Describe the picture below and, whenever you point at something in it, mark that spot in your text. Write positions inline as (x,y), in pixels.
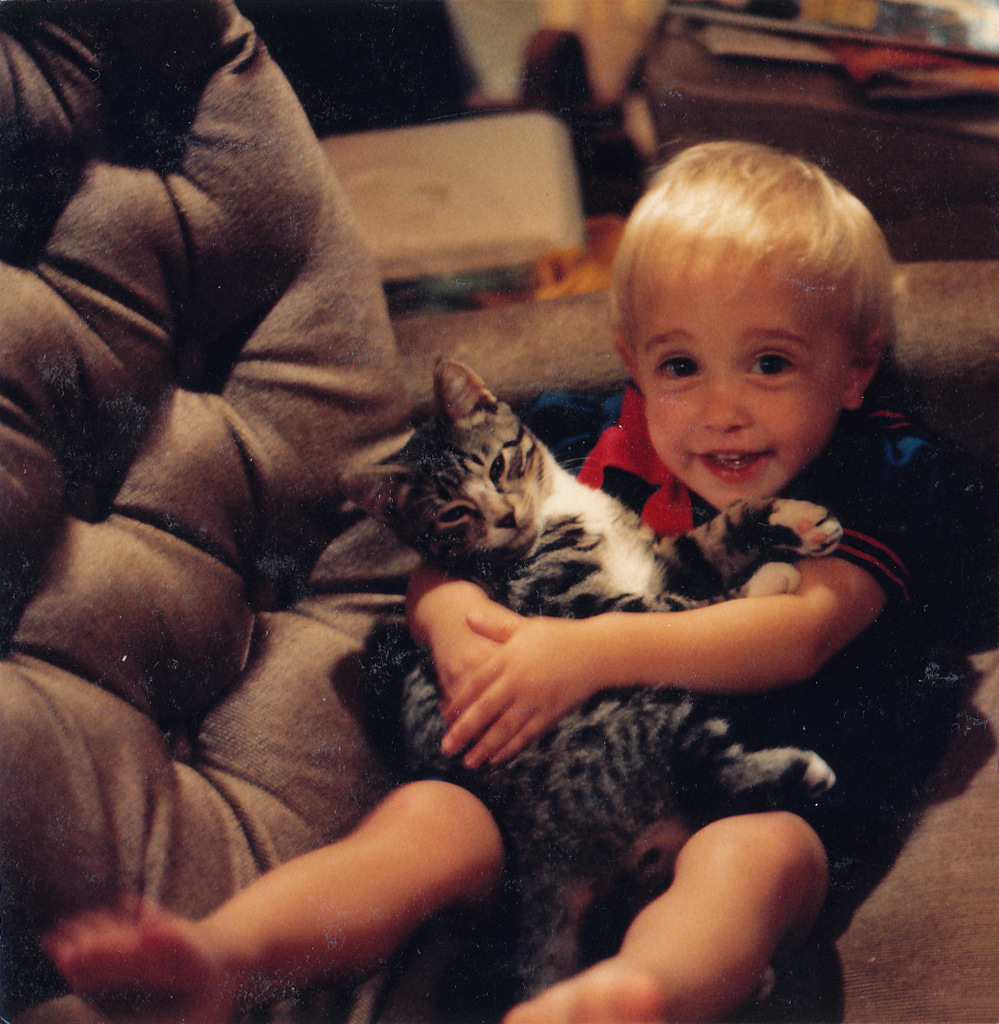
In the foreground of this image (756,859), there is a boy (698,907) on a chair (925,836) holding a cat (564,527). At the top (648,113), there are few objects (553,133).
